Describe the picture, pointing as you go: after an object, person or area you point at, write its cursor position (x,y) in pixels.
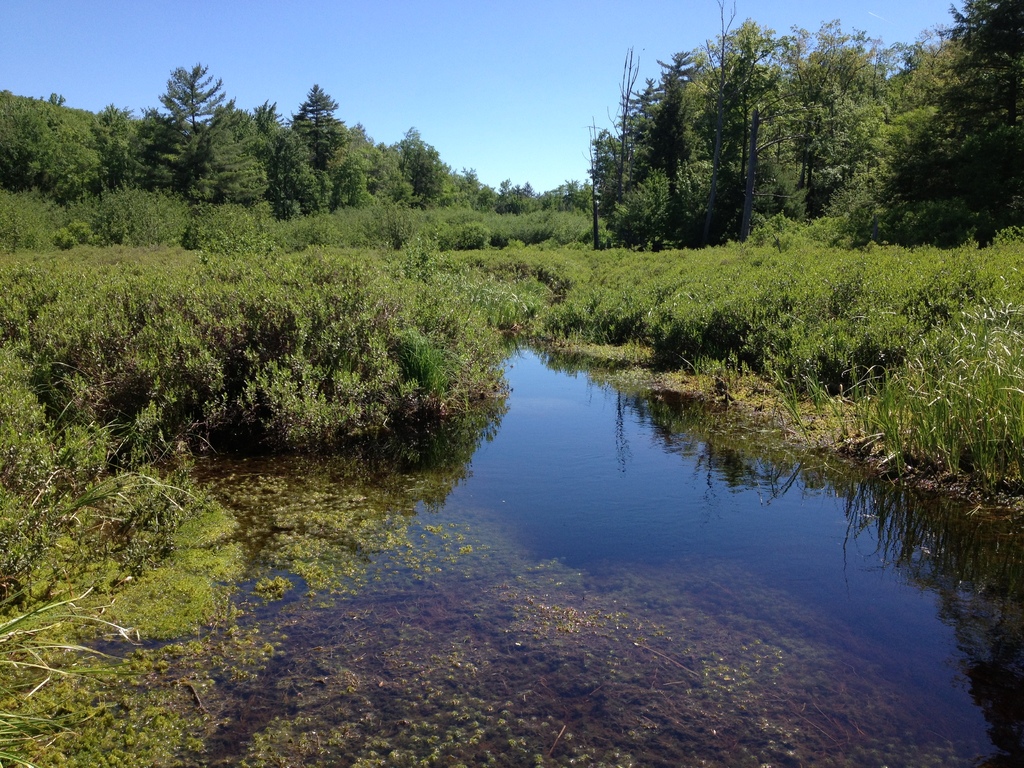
In this image we can see water (871,547), plants (791,353), trees (822,185), grass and sky (412,104).
